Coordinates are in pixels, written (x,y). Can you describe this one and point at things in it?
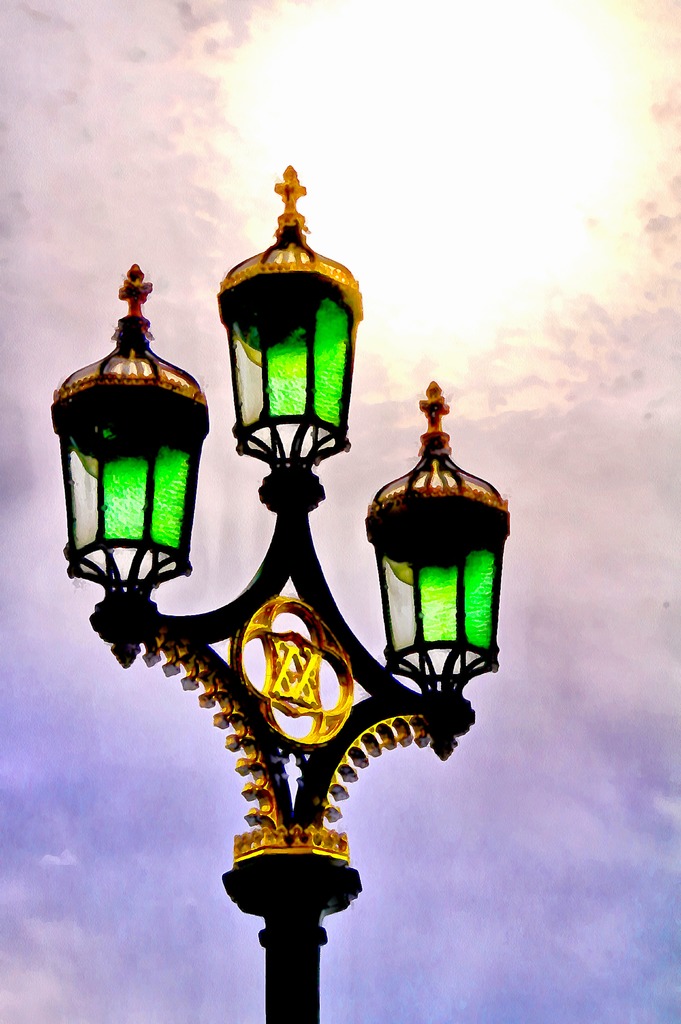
In this image I can see a pole (315,844) which is black and green in color and I can see three lights (405,666) on top of the pole (332,652). In the background (521,714) I can see the sky (554,716).
